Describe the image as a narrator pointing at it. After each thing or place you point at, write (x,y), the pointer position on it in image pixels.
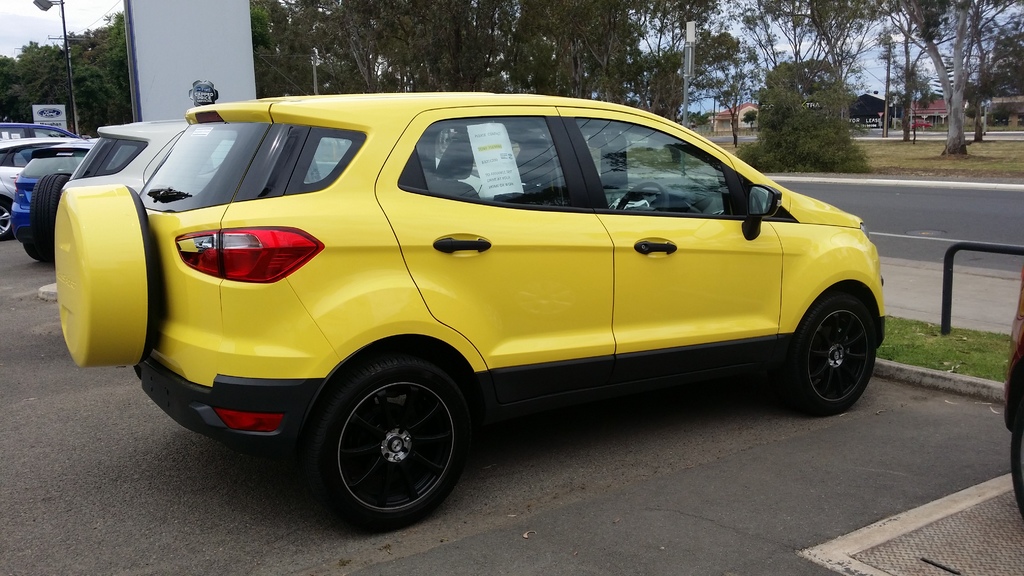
In this image, we can see some cars (103,167) beside the road (866,204). There are some trees (765,30) at the top of the image (296,40). There is a street pole (72,91) in the top left of the image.
